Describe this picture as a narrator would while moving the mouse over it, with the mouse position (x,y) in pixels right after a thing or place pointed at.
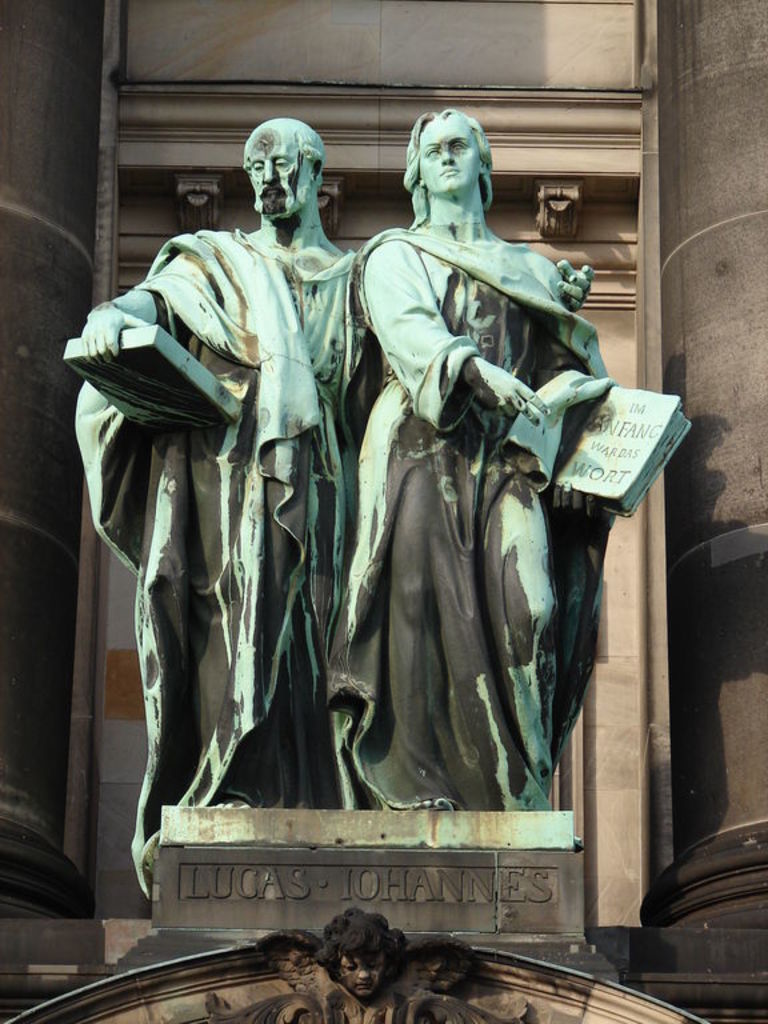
In the picture we can see two persons sculptures (415,737) on the stone (435,906) and behind it we can see a wall (602,905) which is cream in color and on the stone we can see a name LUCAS IOHANNES.
